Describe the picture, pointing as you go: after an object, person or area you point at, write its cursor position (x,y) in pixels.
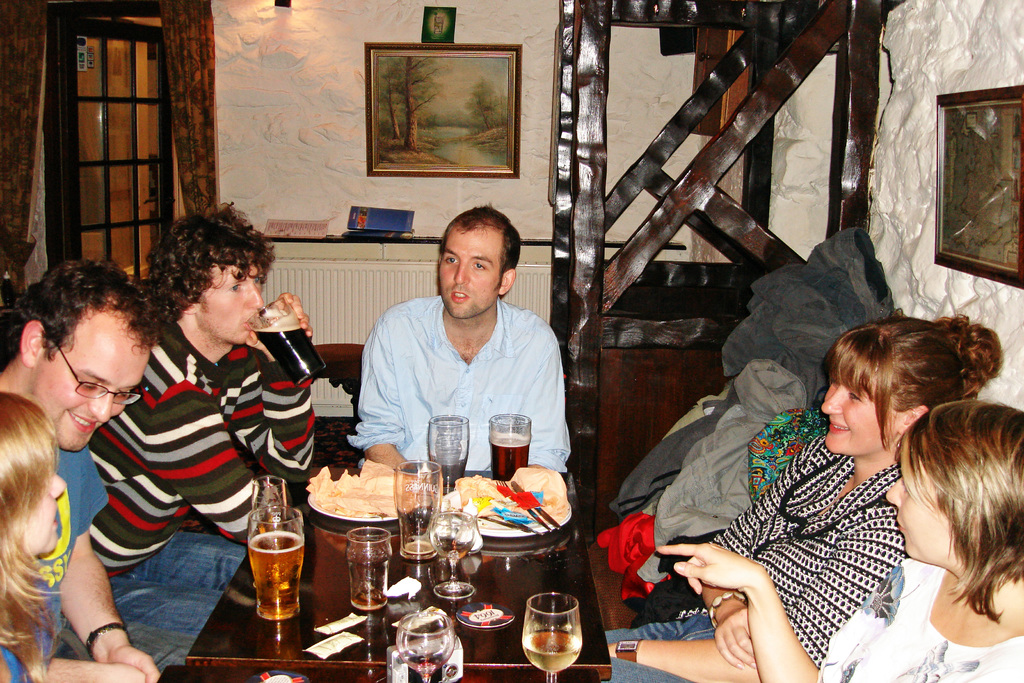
It's a closed room (239,291). Three men (243,430) and three women (845,530) are there in front of them, there is a table (498,657) and some glasses (417,547) are on the table (323,554). one person (279,372) is drinking, behind them there is a wall (350,135) and a painting (434,107) on it and a door (151,170) behind them, the curtains (196,69). The girl (835,545) is smiling, behind them there is another painting (950,147) on the wall (924,100) and one person (92,395) is wearing glasses (123,392).
